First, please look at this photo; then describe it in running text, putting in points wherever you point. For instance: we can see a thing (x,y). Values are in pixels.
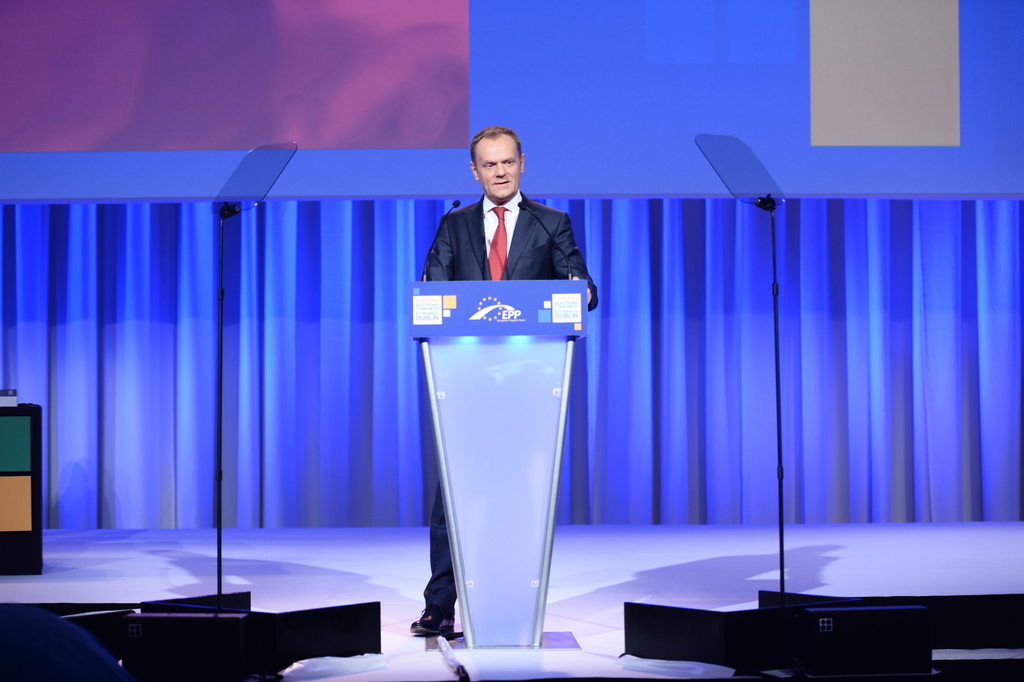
In this image we can see a person (474,237) standing in front of the podium (475,416), there are two mics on the podium (492,290) and there are some other objects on the surface (49,542), in the background (297,338) we can see a screen (783,71) and curtains (86,461).
